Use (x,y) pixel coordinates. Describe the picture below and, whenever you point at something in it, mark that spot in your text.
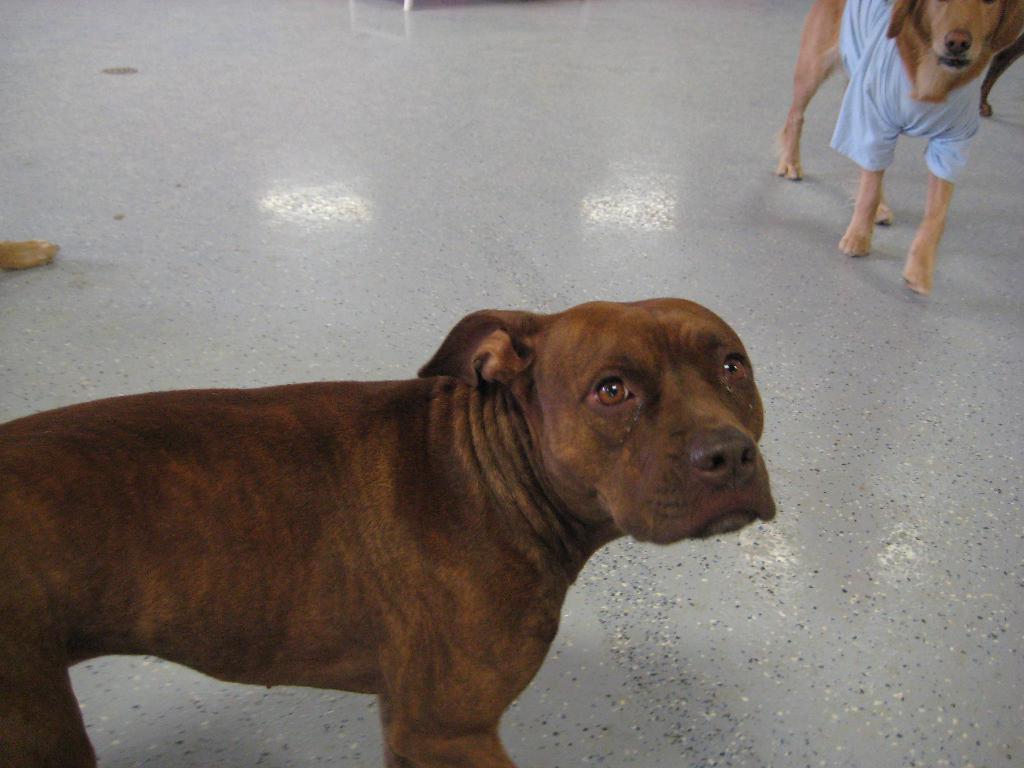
Here in this picture we can see a couple of dogs (935,190) present on the floor (711,239) over there and the dog (864,179) on the right side (902,122) is having a shirt (864,32) on it.
